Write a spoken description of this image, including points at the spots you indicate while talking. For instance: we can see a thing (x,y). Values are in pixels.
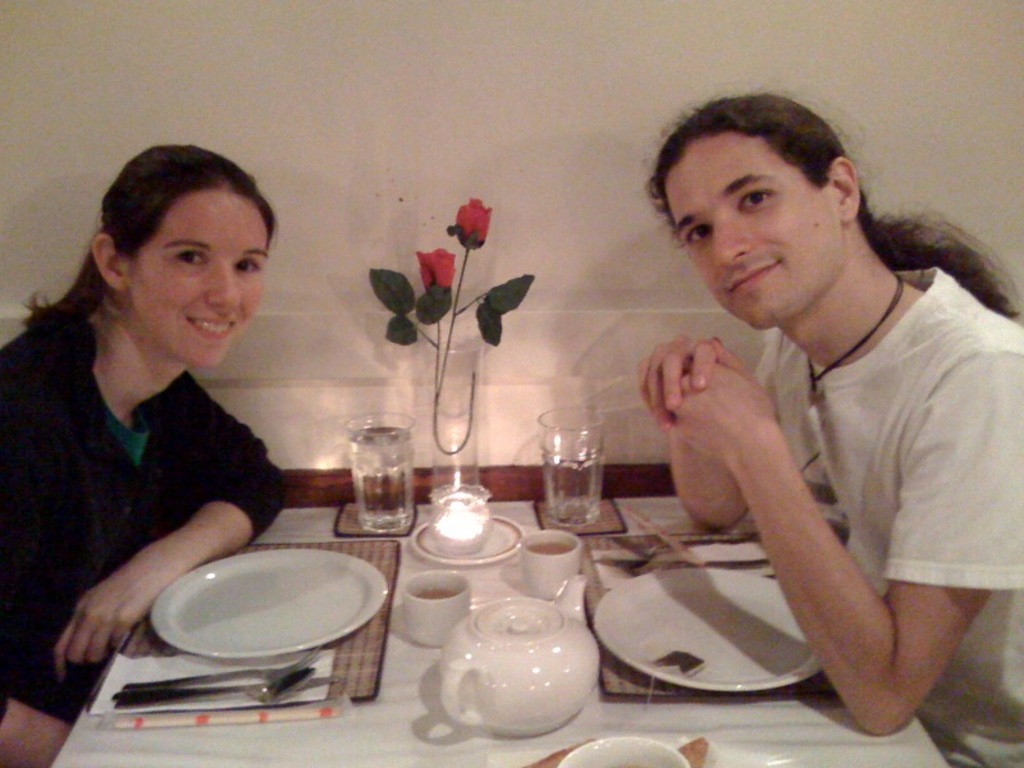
In this image I can see a person (90,483) wearing black dress (90,483) and a person (921,474) wearing white dress (902,461) are sitting on chair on the either sides of the table (516,596). On the table (396,723) I can see few plates (355,625), few spoons (221,693), few tissue papers (199,707), few glasses (550,495) and two flowers (437,274) which are red in color. In the background (463,101) I can see the white colored wall (331,77).
